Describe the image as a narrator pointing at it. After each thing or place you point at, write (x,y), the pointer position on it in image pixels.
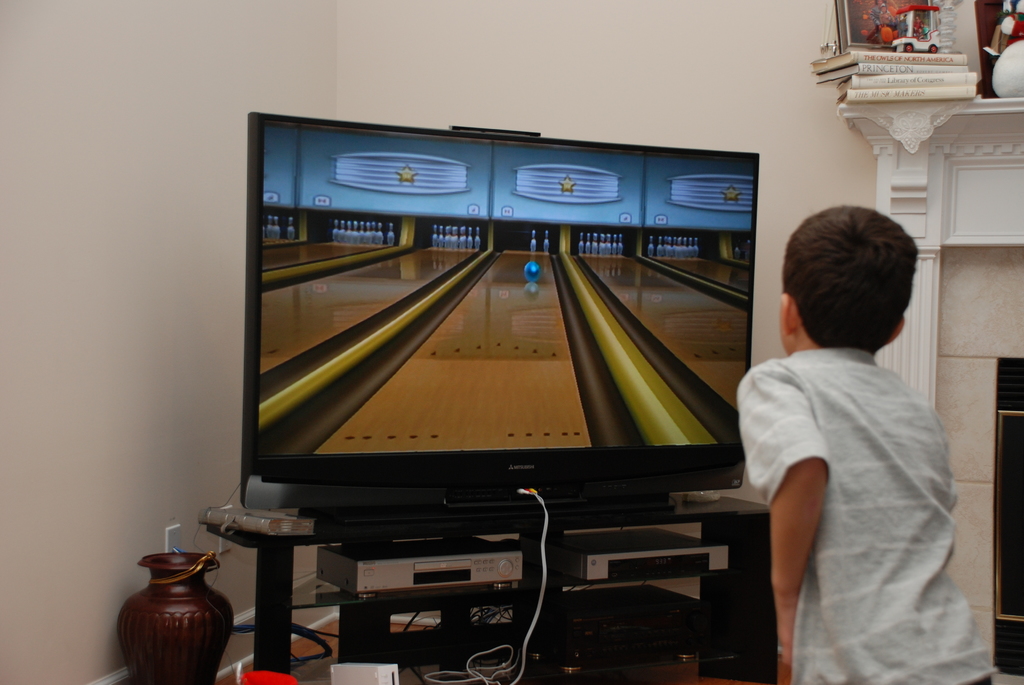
In this image, we can see a TV (392,403). In the screen (437,361) we can see a bowling game (481,351). This TV (573,351) is placed on a black stand (727,513). Here we can see few players (631,650), some objects (340,670), wires (525,652), switchboards (172,533). Background (510,35) there is a wall (500,49). On the right side (905,357), we can see a pillar (915,373), few books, toys (1011,42), photo frame (897,25). Here we can see a kid (876,423).
